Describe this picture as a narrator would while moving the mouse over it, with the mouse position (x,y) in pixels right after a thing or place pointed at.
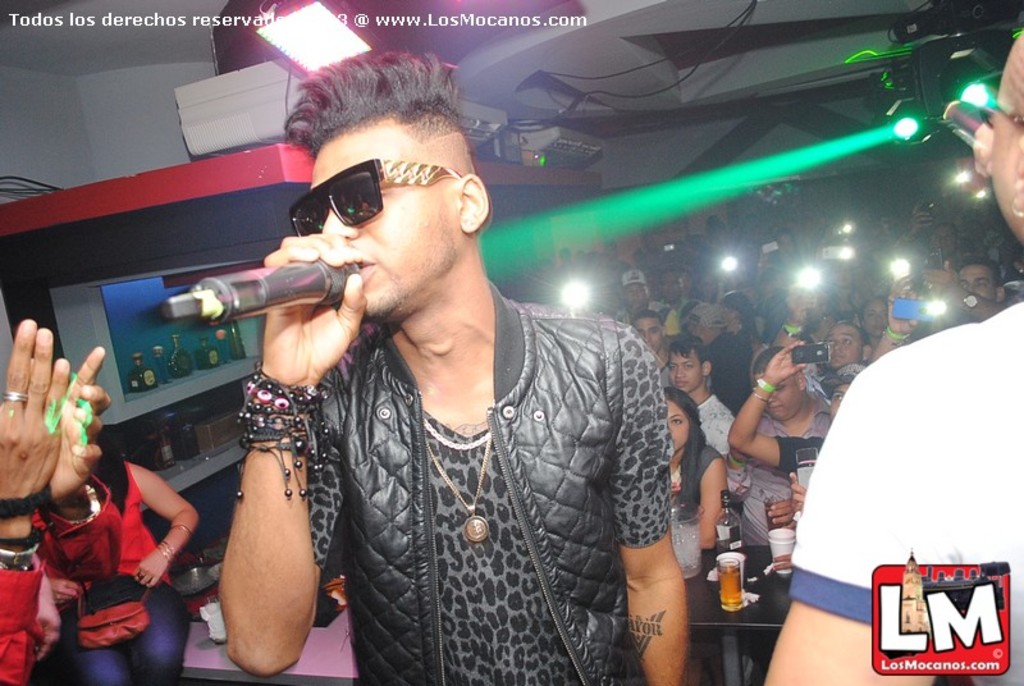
On the bottom right (940,598), there is a watermark (951,572). On the right side (977,464), there is a person (959,501) in a white color t-shirt (922,419), holding a mic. In the middle of this image (585,395), there is a person (500,440) in a black color jacket (546,430), holding a mic (176,314) and singing. On the left (14,520), there is a person (55,461) clapping and a woman (134,535) in red color t-shirt (138,558), sitting. In the background (856,350), there are other persons (649,340), some of them are holding mobile lights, there are lights (936,103) arranged, there is a roof (876,35) and there are other objects (1008,45).
